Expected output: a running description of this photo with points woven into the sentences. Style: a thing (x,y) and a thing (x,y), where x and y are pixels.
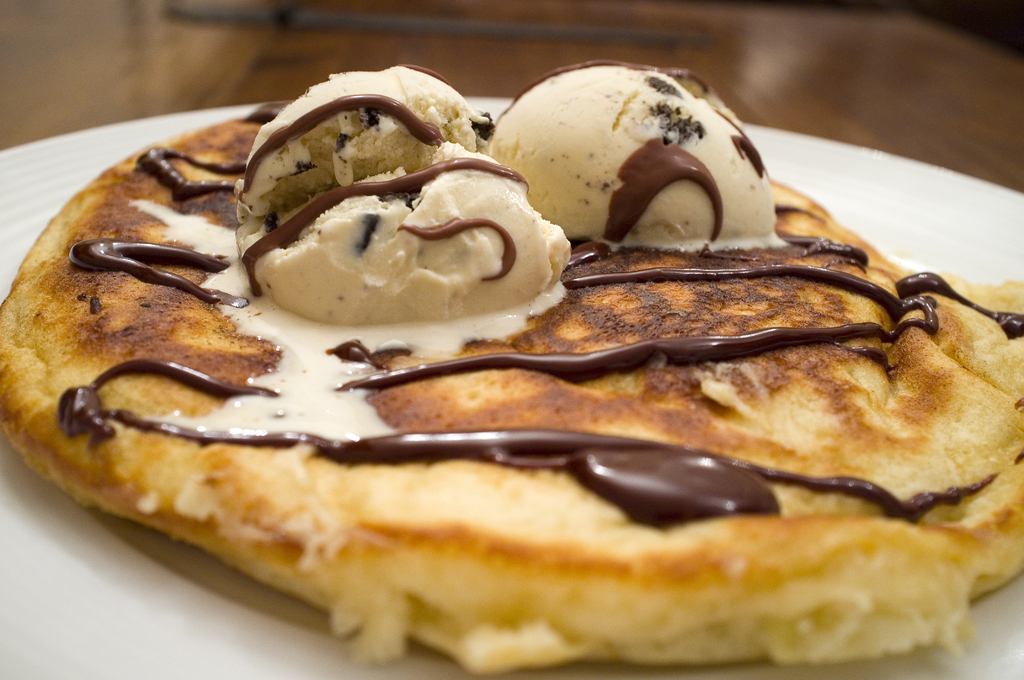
We can see plate (39,605) with food (610,120) on the wooden platform (806,58).
